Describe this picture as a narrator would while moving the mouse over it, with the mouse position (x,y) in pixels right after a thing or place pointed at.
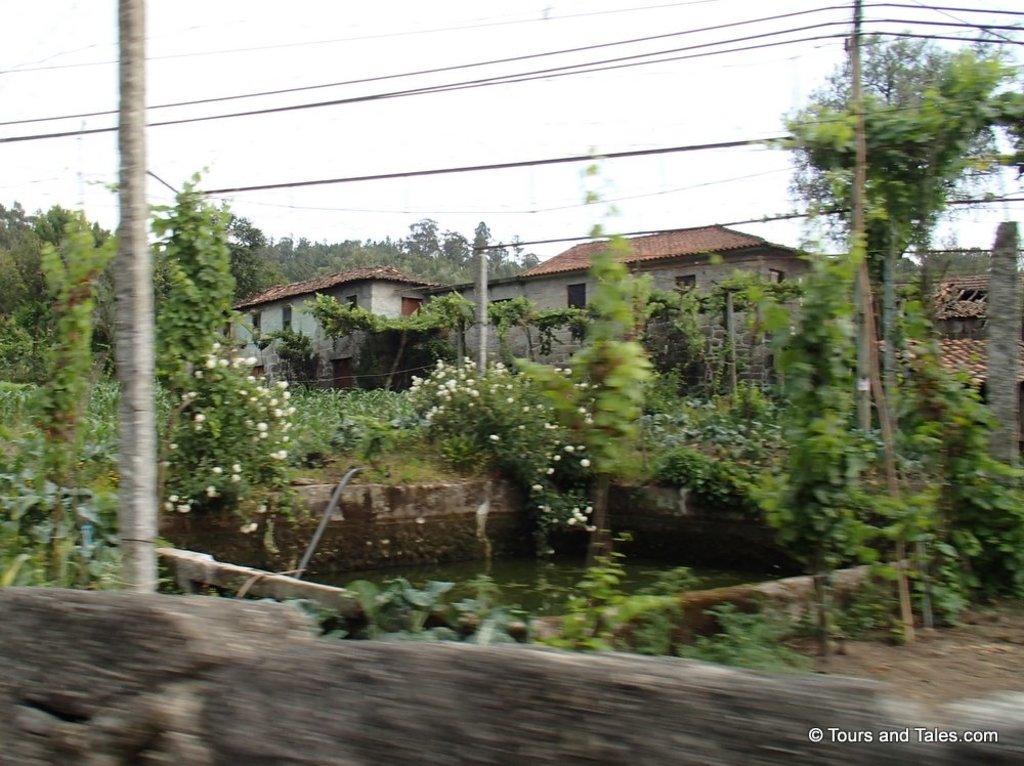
In this image we can see there are houses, plants (493,444), water (550,589), poles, wires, flowers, trees (599,416) and the wall (680,498), in the background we can see the sky (1009,44).
